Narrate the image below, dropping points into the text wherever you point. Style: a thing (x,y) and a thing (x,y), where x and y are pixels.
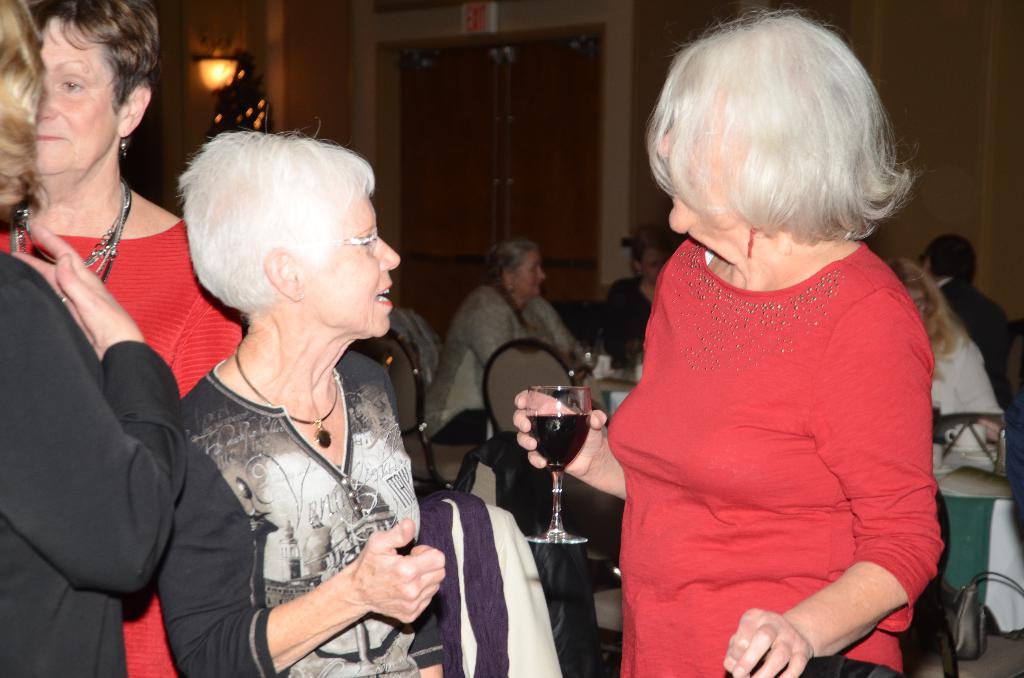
On the background (277,76) we can see a light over a wall (323,69). This is a door (495,76) and exit board (471,23). We can see women (855,354) standing in front of the picture. This woman (529,424) is holding a drinking glass (558,475) in her hand (598,450). We can see all the persons (943,337) sitting on a chairs (384,345).
